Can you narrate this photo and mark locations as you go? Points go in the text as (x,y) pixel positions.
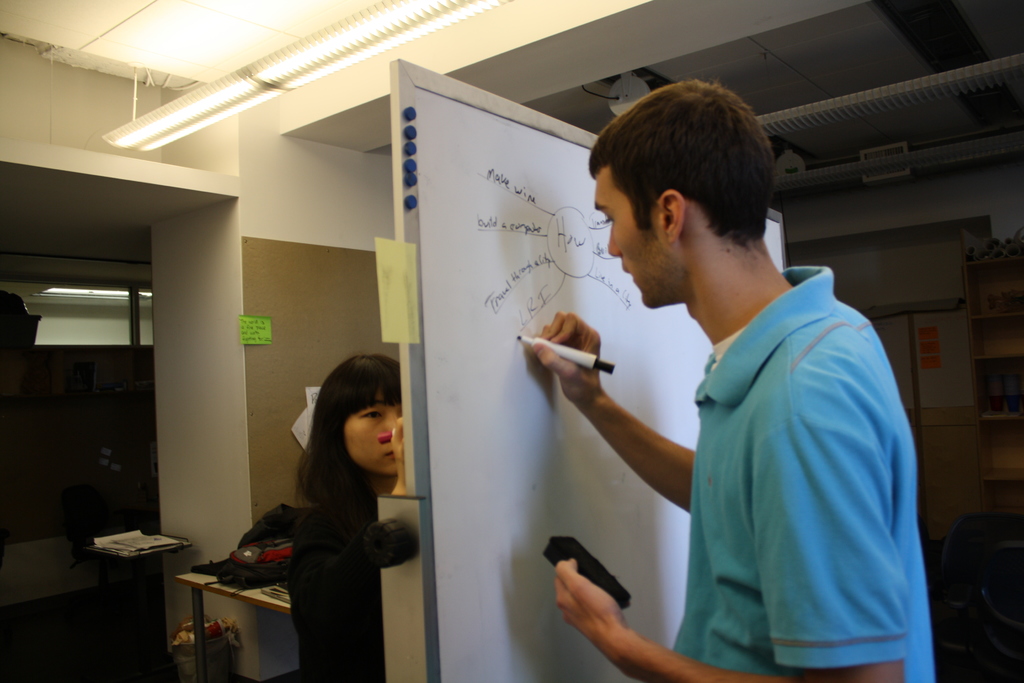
In this image I can see two people (826,521) with black and blue color dresses (703,554). One person (720,554) holding the duster (581,562) and the pen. There is a board (487,287) in-front of these people (746,253). In the background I can see some papers (131,536) on the table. I can also see the lights (347,41) in the top (222,106).
